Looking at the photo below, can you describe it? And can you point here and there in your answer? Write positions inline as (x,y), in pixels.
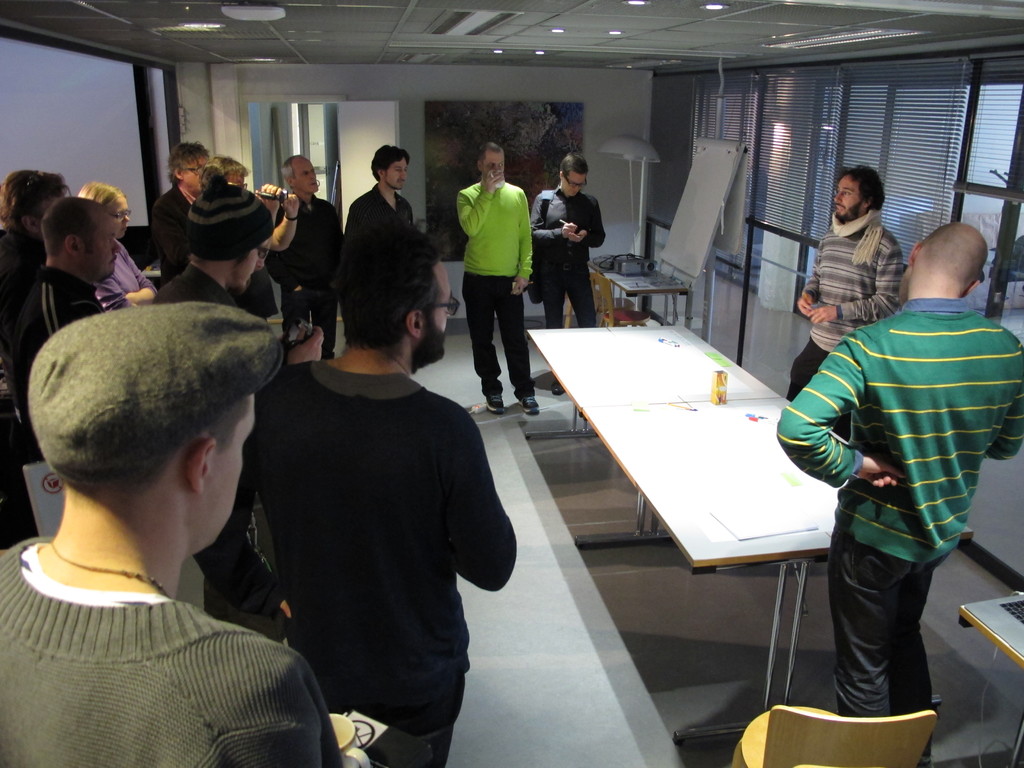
In this image there are many people (434,550) In the middle (678,440) there is a table (705,434) on that there is a paper (758,516), In front of that there are many people (877,333). On the right (867,337) there are two men (878,348) on that one man (874,369) wear green t shirt (910,459) and trouser (866,660). On the left (177,504) there are many men (316,475) and women (124,247). In the back ground (143,248) there are, table (645,291), projector (620,266), white board (683,242), poster (506,144), wall (415,94), projector screen (100,123) and light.
